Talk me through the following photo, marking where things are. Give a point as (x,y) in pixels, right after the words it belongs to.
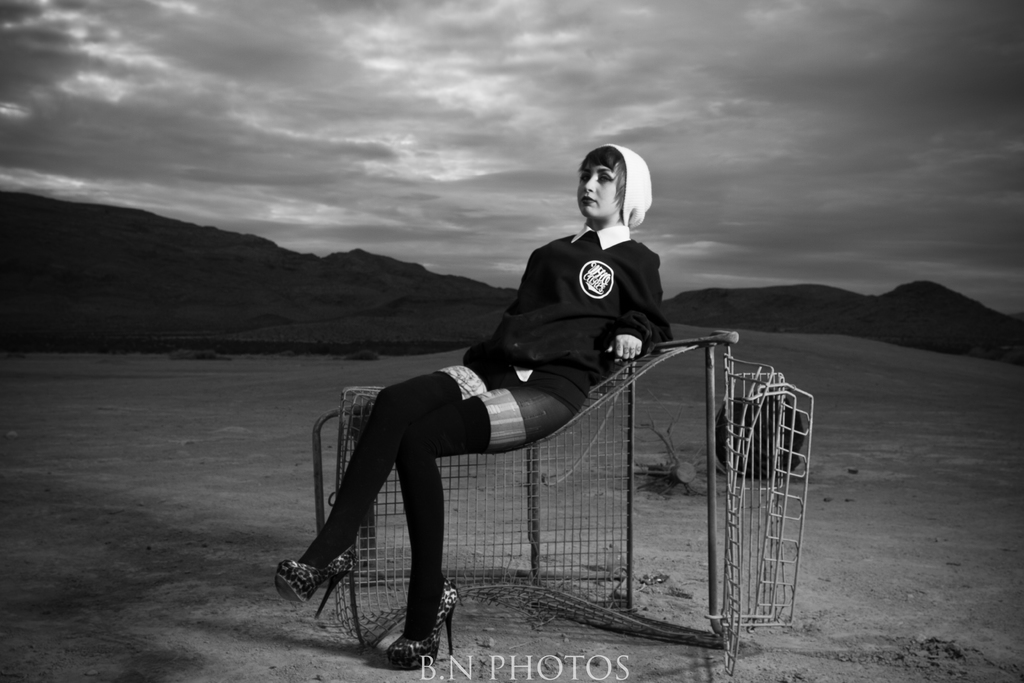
As we can see in the image there is a net (604,607), a woman (600,307) wearing black color dress (502,350) and sitting. In the background (342,327) there are hills (227,242). At the top (301,86) there is sky (390,94) and clouds (281,229).
